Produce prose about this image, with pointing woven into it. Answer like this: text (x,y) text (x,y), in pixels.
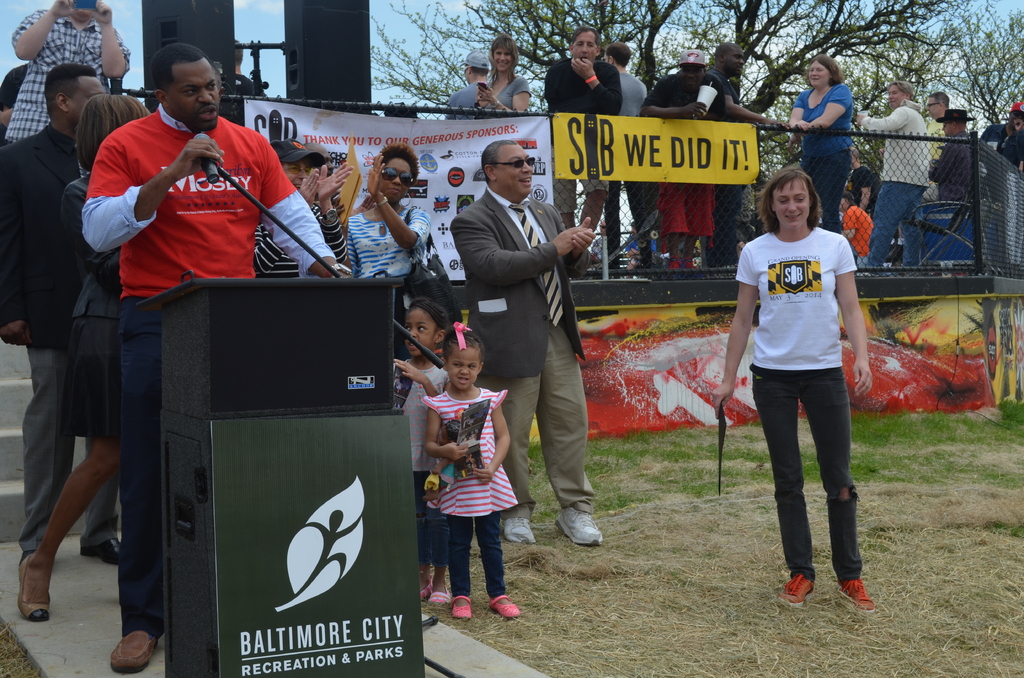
In this image we can see some persons (511,227) standing on ground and some are standing behind fencing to which there are some banners (588,137) attached, in the foreground of the image (217,193) there is a person (237,273) wearing red color T-shirt (181,257) standing behind wooden podium (230,390) on which there is microphone (212,167) and in the background of the image (180,37) there are some sound boxes (288,46) and trees (768,77).
